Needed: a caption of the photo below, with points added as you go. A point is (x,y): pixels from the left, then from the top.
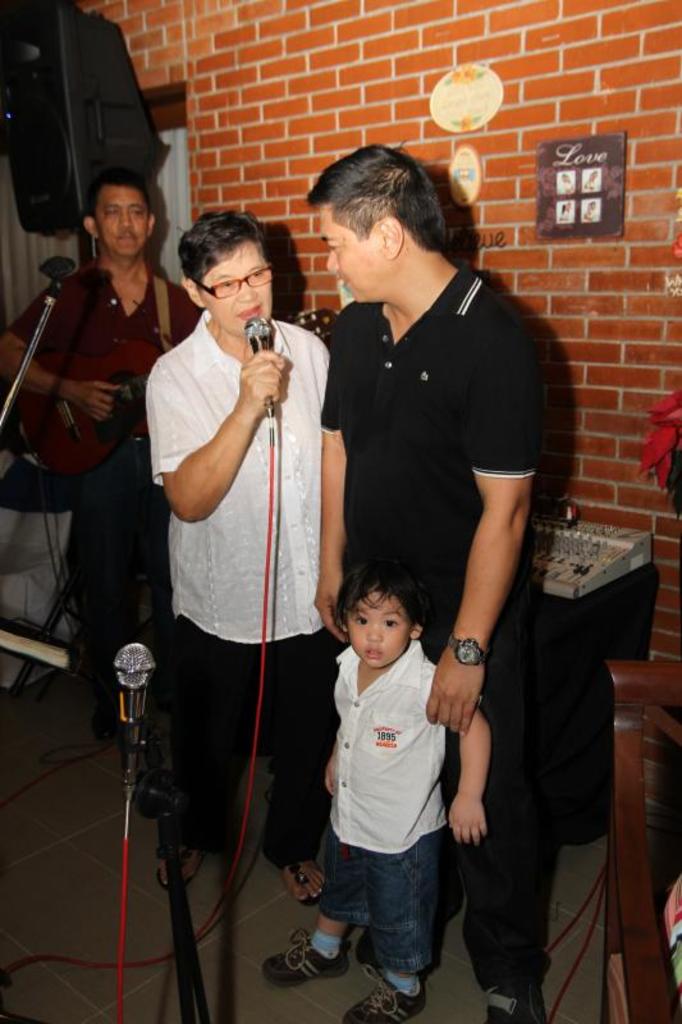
In this picture there are three members (400,451) and a kid (348,659) standing. The woman (318,709) in the middle (256,383) is holding a mic (256,322) in his hand (258,365). In the background (273,111) there is a wall (383,123).
